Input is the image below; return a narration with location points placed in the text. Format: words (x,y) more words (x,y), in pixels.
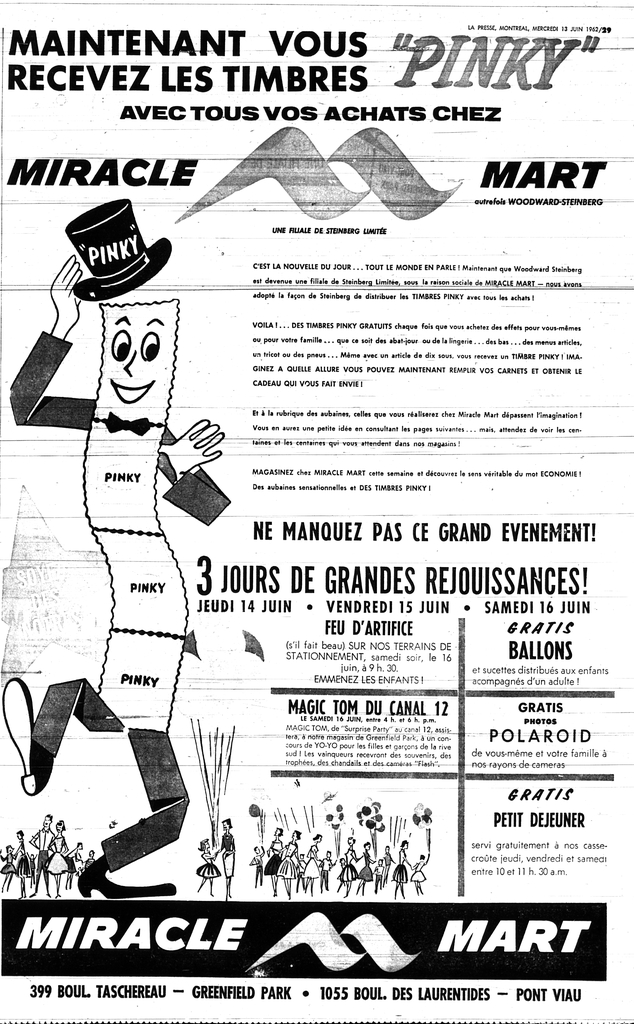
In the image it looks like some promotional poster (363,568), there is a lot of text (343,339) and images (57,584).
